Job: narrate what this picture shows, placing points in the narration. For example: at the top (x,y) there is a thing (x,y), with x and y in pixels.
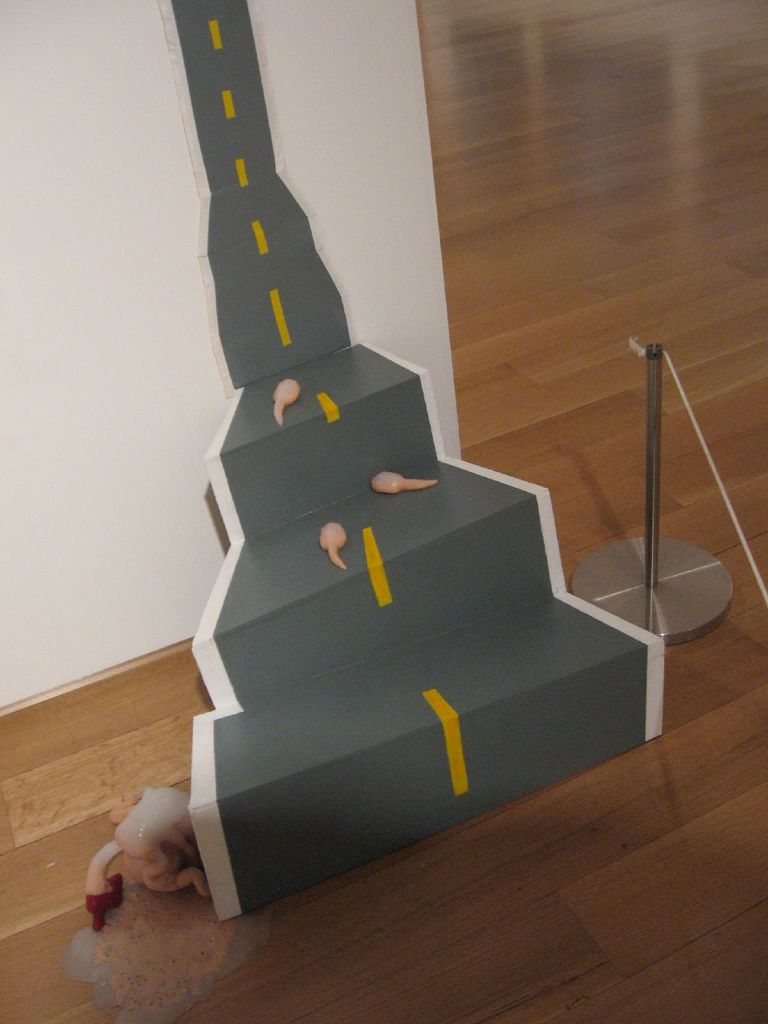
In this image I can see few stairs (403,693) which is in grey, white and yellow color. I can see something which is in pinkish color on the brown color floor (562,878) and a pole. The wall (145,61) is in white color.
